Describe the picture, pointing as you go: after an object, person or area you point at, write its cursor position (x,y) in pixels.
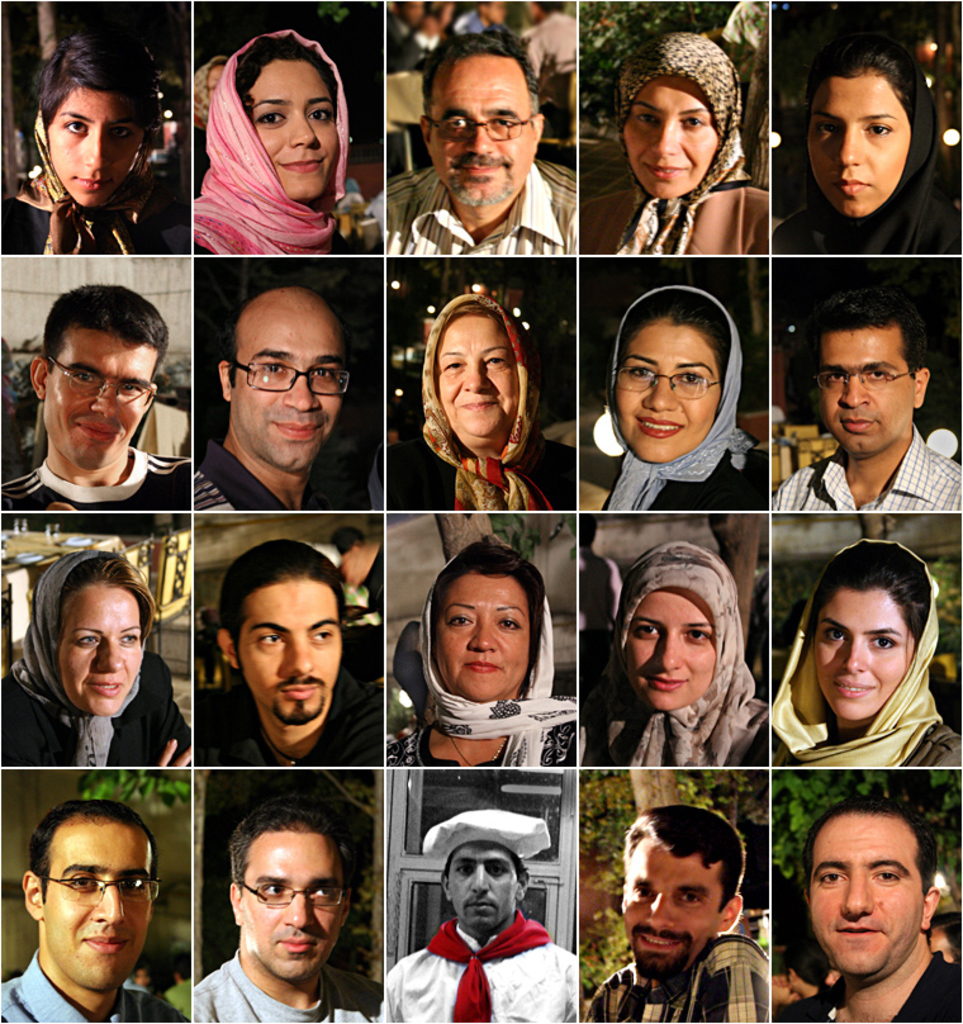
In this image I can see a collage of many images. There are images of people (476,175).
